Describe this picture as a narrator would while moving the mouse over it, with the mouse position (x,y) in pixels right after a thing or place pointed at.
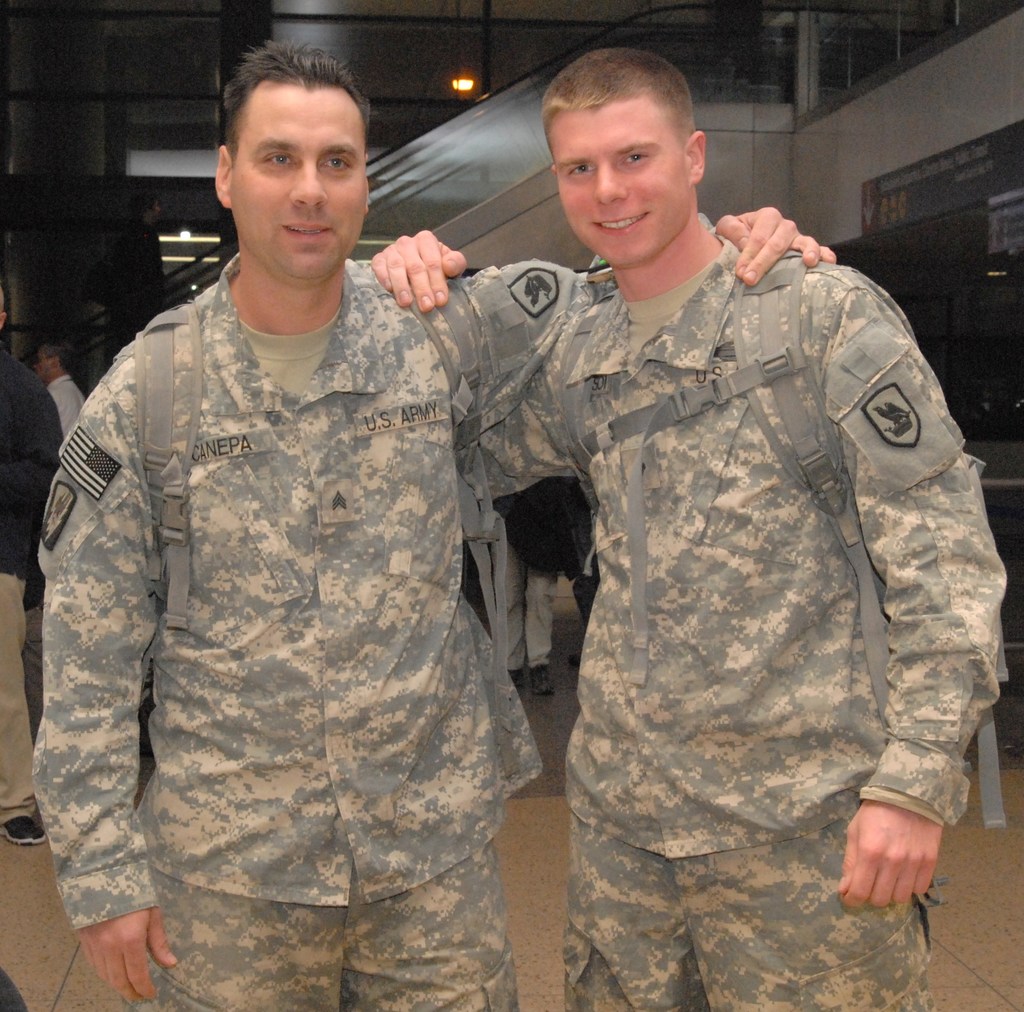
In the foreground of this image (634,683), there are two men (655,692) standing having hands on their shoulder (418,332). In the background (79,397), there are few persons (509,586), wall (948,87), light (466,87), glass railing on the top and few objects (1015,241) on the right (989,451).
